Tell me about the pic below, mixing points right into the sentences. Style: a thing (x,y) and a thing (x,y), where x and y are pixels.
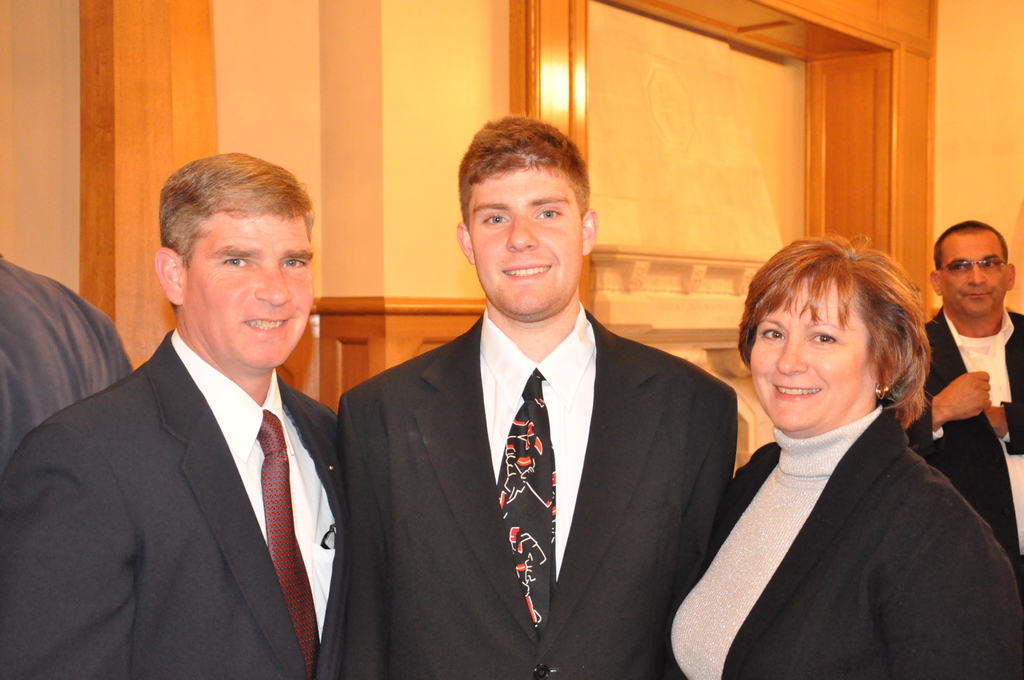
There are people (578,488) standing and these three people (52,556) smiling. In the background (361,332) we can see wall (322,115).
